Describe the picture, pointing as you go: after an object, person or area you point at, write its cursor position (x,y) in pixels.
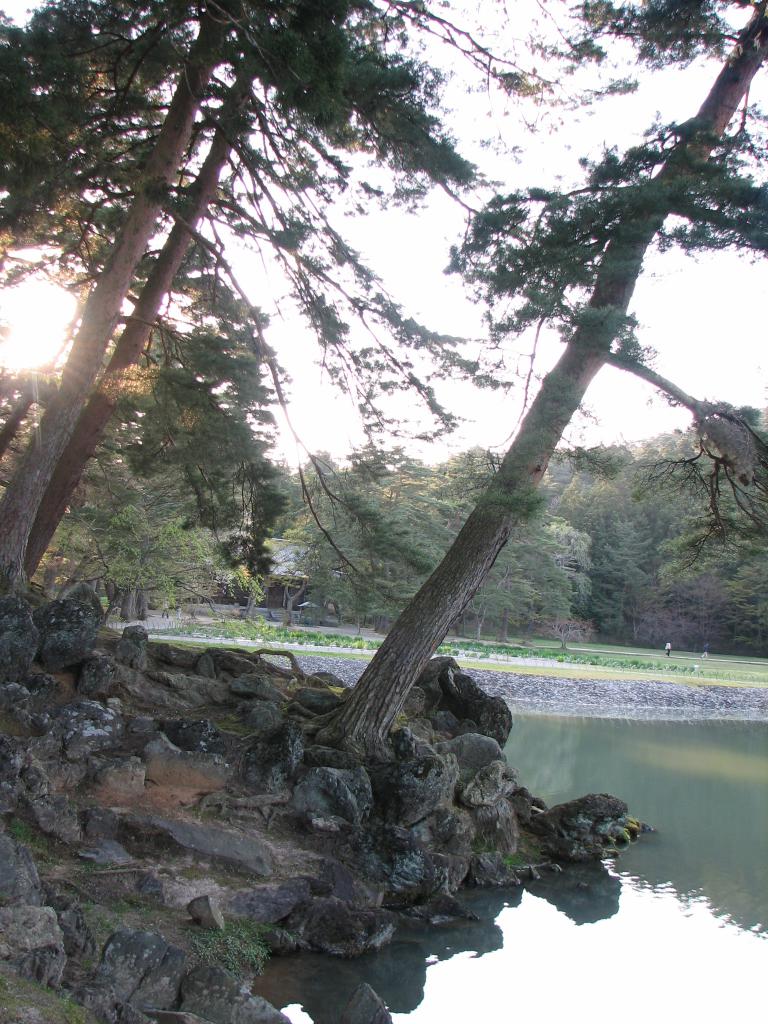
In this image on the left side (192,472) we can see trees (239,436) and stones (223,680) and on the right side (660,796) we can see water (564,766). In the background (396,613) we can see trees (383,550) and sky (759,76).
